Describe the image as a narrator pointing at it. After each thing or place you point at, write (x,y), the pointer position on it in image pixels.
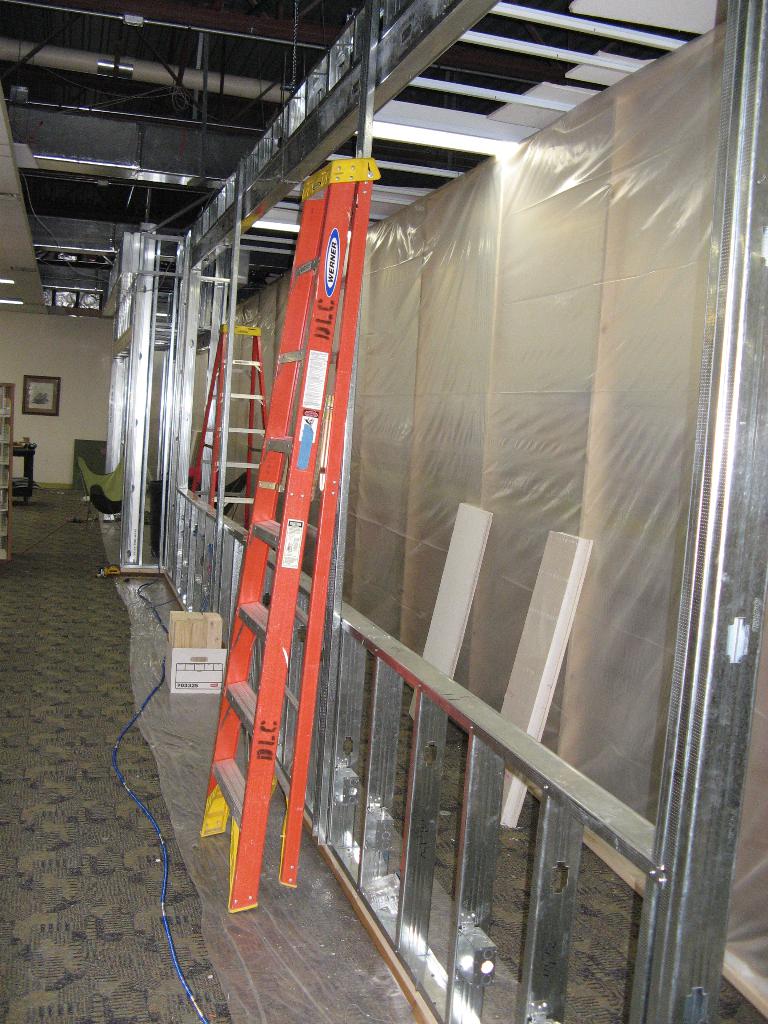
This image is inside of a building (253,260), in this image we can see few ladders (315,363).
